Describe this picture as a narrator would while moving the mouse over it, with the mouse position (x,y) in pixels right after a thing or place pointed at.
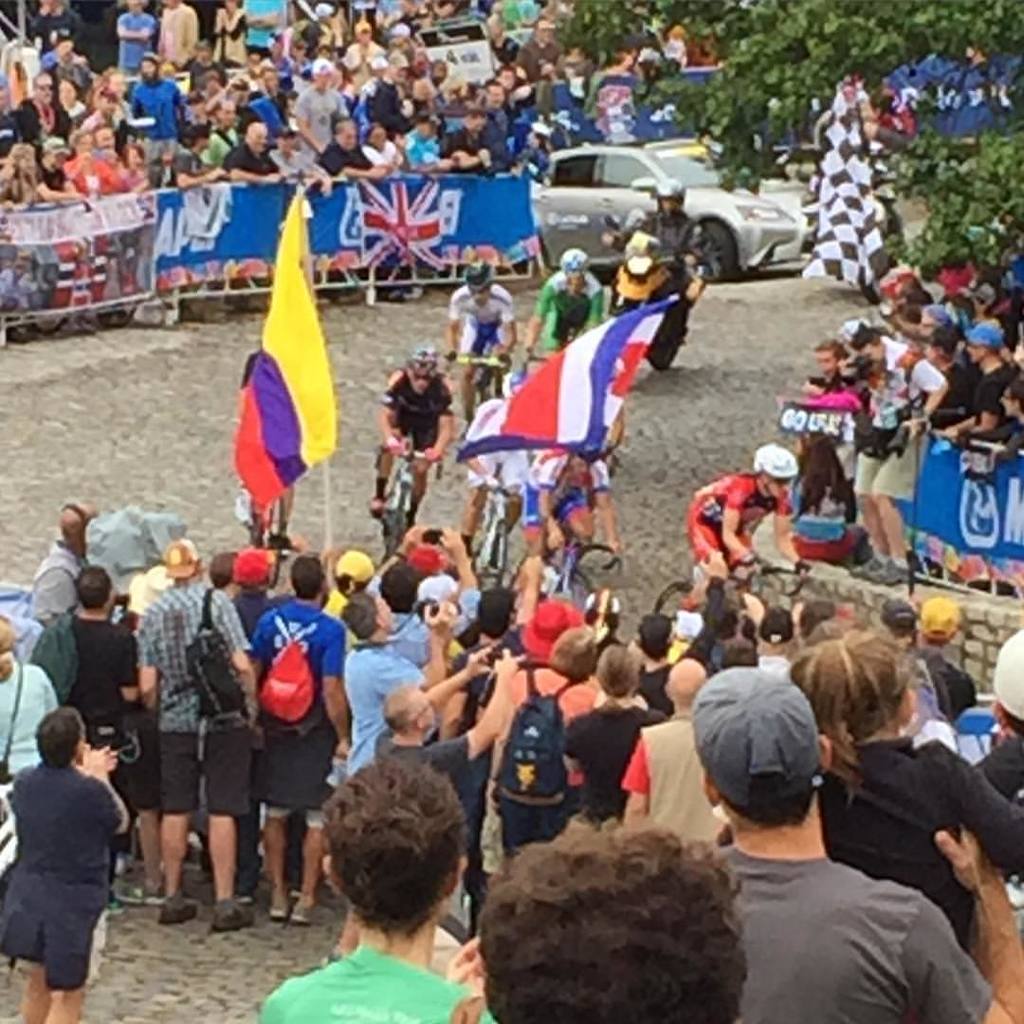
In this picture we can see a group of people (211,781), some people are riding bicycles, here we can see a vehicle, fence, flags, trees (1014,205).
